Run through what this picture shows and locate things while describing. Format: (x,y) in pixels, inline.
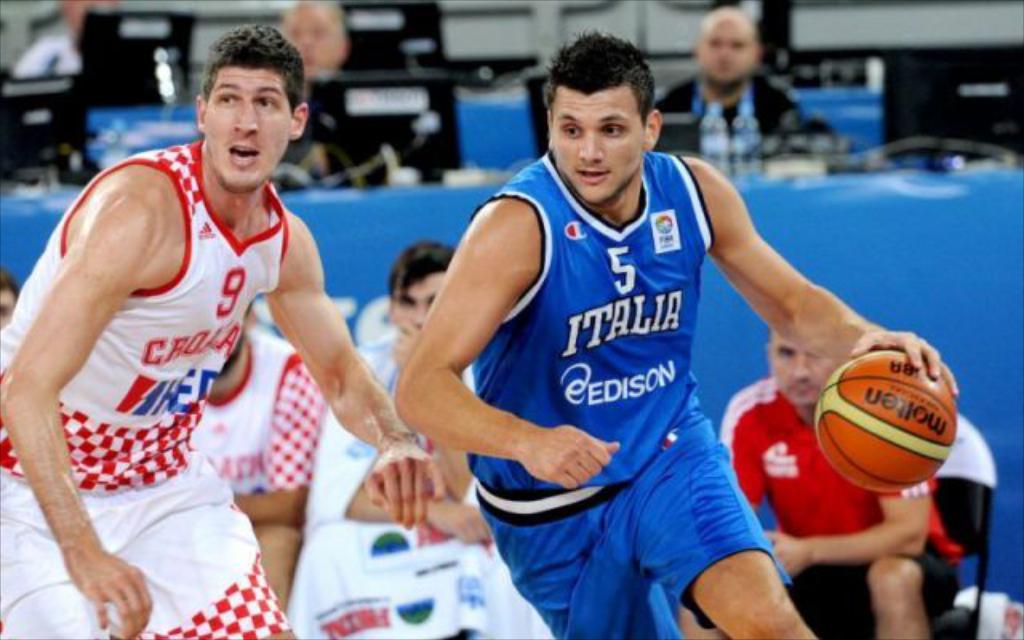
In this image I see 2 men (555,322) who are wearing jerseys (644,288) in which this man (235,283) is wearing white and red color jersey (196,328) and this man (446,296) is wearing blue color jersey (586,296) and I see a ball (820,397) over here and I see few words (602,315) written on the tank tops (243,321). In the background (807,430) I see few people (336,32) over here and I see the monitors (969,113) and the bottles (722,148).
